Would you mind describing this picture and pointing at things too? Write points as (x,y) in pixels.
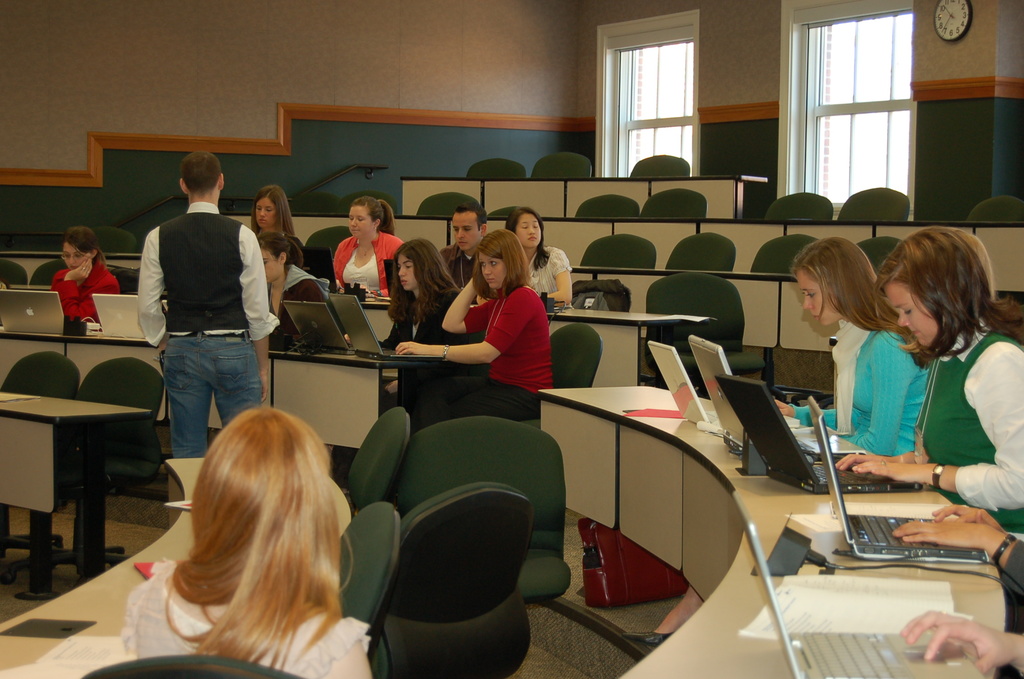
In this image i can see few persons (396,266) sitting on chairs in front of the desk (342,364). On the desks (406,363) i can observe laptops (759,428) and few papers (859,603). I can see a person (235,296) wearing white shirt (253,297) and blue jeans (231,360) standing in front of them. In the background (314,78) i can see a wall (400,61), 2 windows (621,88) and a clock (948,37).
